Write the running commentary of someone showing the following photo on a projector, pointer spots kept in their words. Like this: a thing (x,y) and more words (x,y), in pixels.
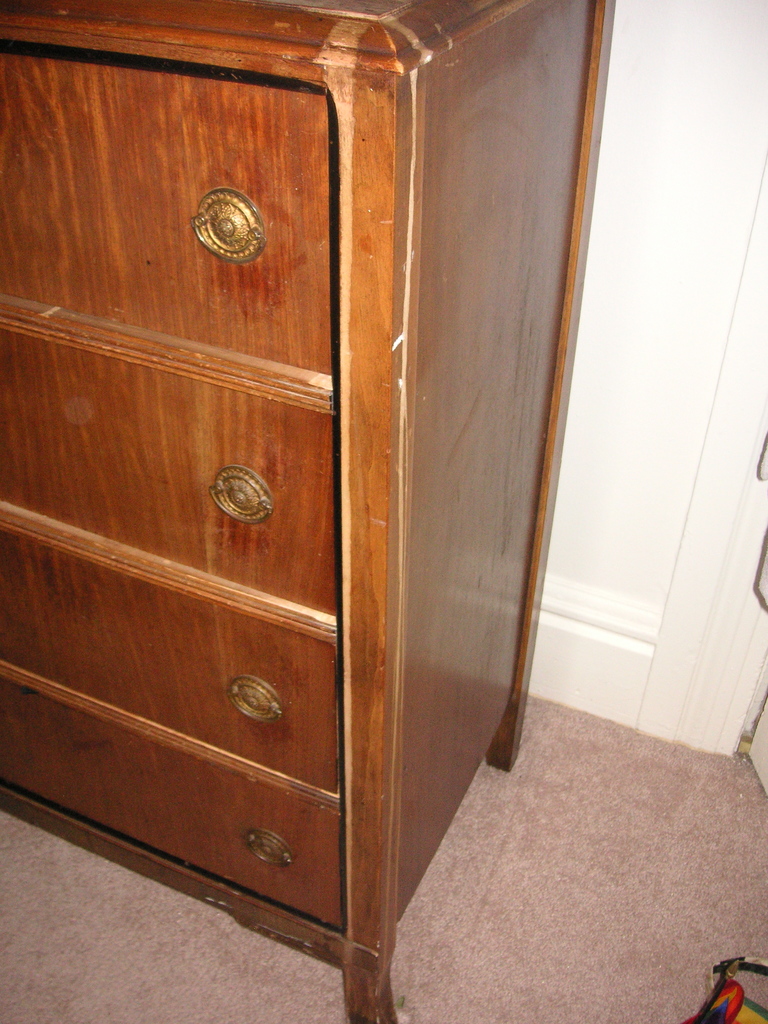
There is a wooden shelf (281,361). Near to that there is a wall (711,285). On the shelf (113,240) there are round shaped golden objects (224,239).
